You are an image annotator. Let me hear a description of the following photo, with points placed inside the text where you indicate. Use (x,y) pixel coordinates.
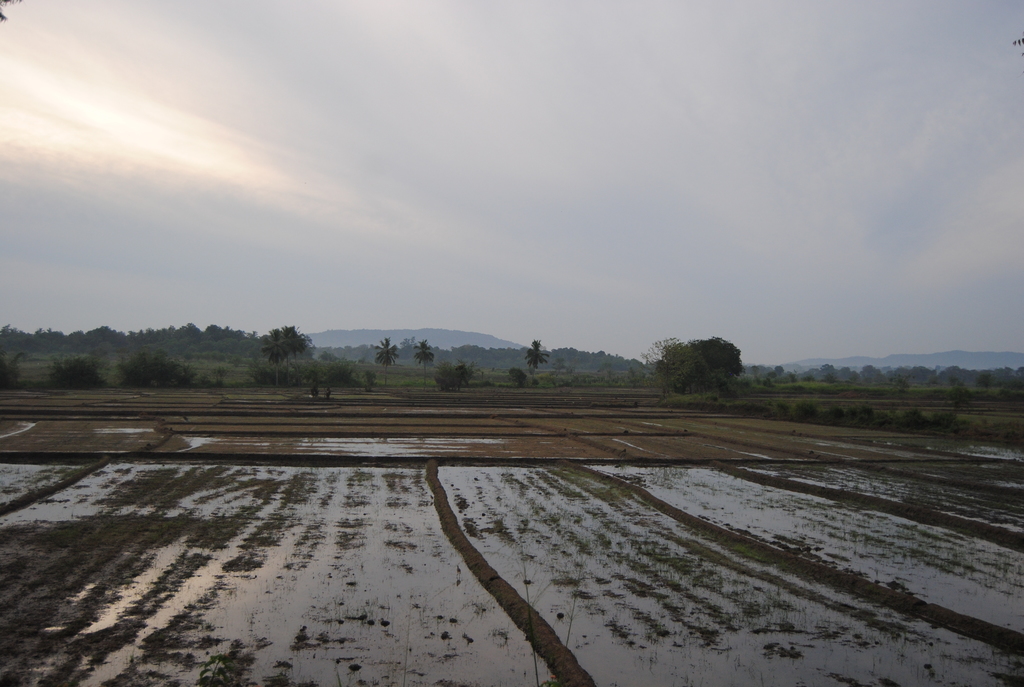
In this image in the front (324,504) there is water (349,556). In the background (328,382) there are trees (501,350) and the sky (512,190) is cloudy.
